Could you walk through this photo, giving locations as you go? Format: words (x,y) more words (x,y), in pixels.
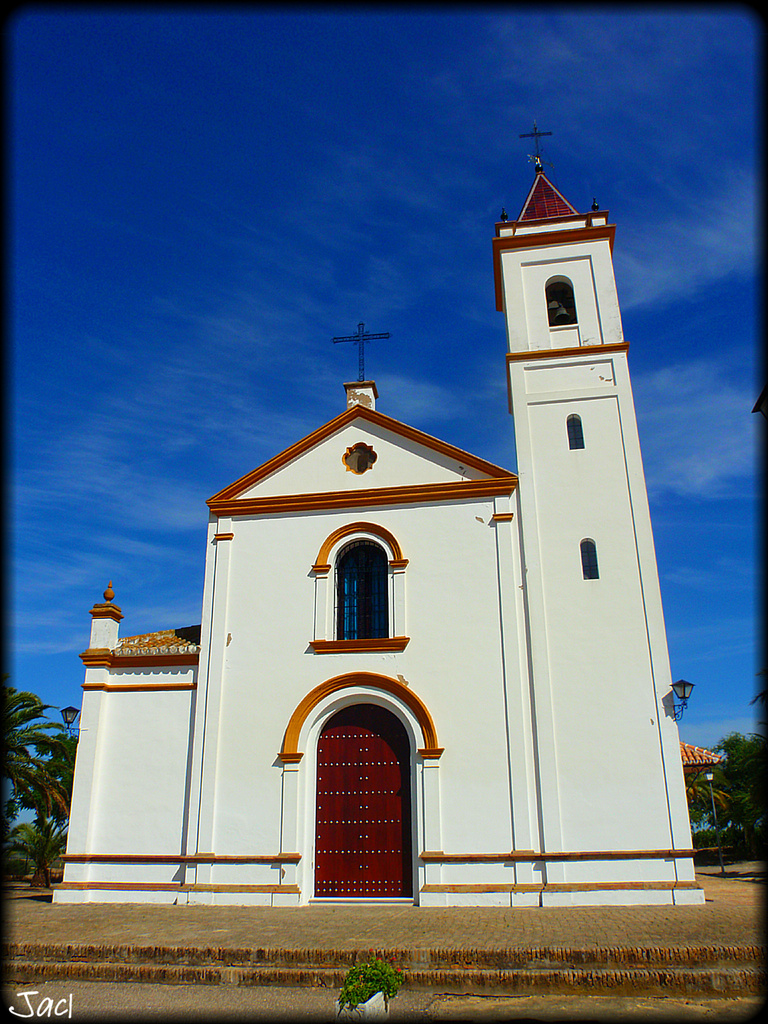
In this image there is a church building (446,869) in white color with cross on the top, behind that there are so many trees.
